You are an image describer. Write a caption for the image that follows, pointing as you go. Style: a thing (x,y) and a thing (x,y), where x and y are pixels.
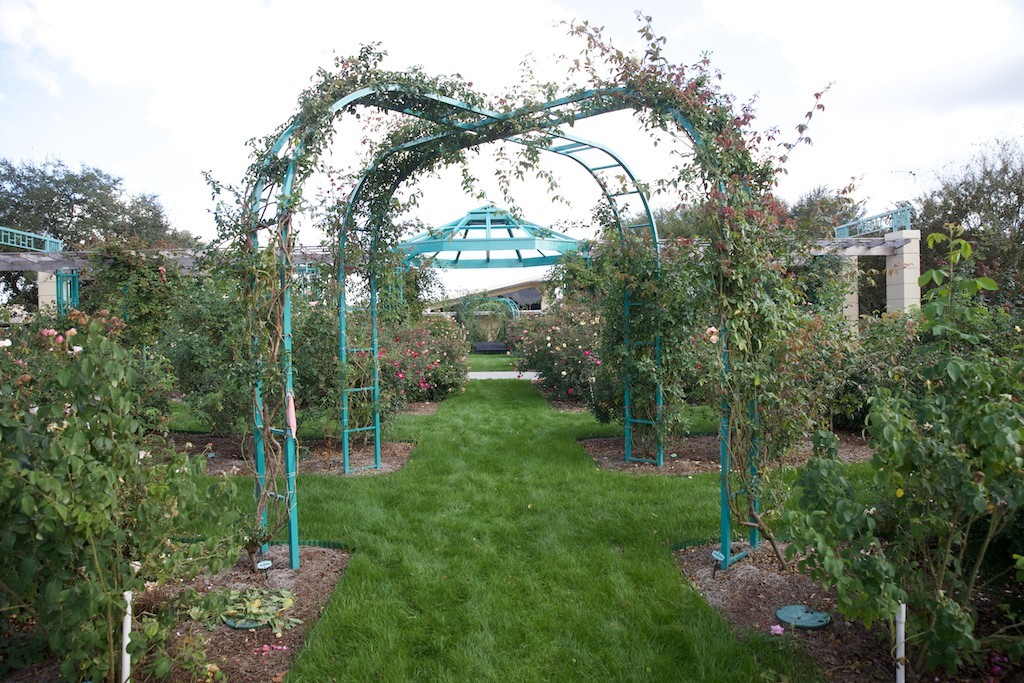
In this image we can see plants (63,400) with flowers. Also there are bridge ladders (283,227) with plants (737,413). In the back (458,233) there is a shed (505,224). Also there are pillars (849,296) and there are trees (63,190). In the background (342,31) there is sky (766,46) with clouds (805,55). On the ground (522,522) there is grass (507,521).
